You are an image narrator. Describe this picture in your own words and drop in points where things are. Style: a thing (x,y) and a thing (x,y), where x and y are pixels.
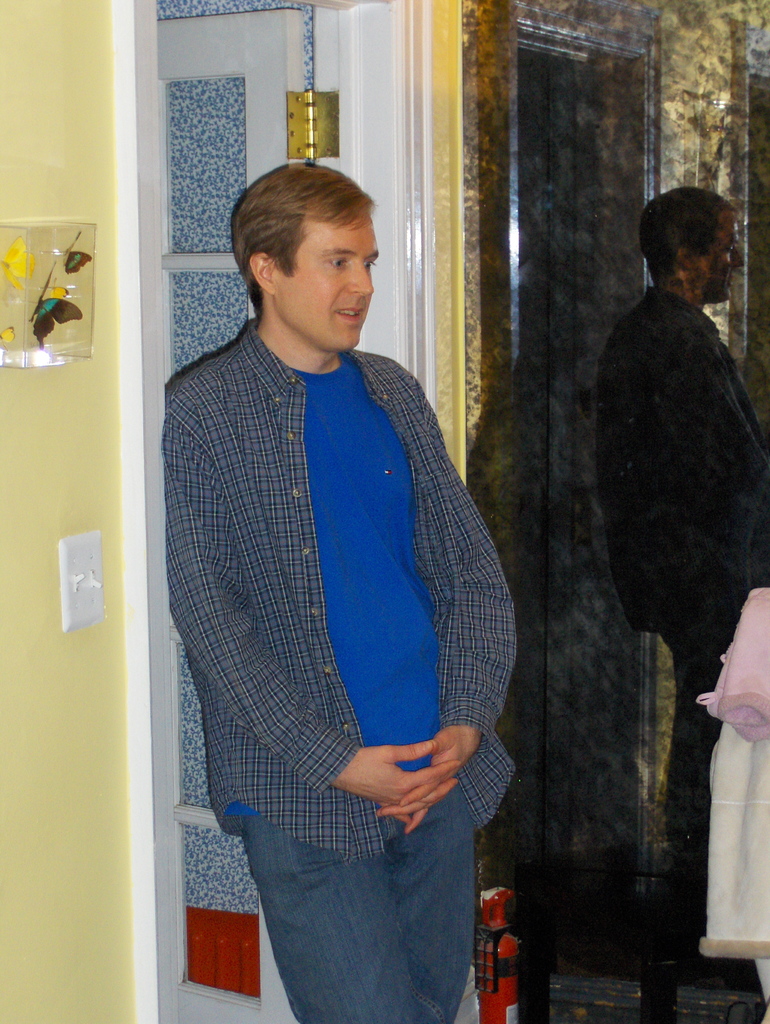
In this picture we can see two men (681,489) standing, clothes (743,684), fire extinguisher (489,902), butterflies (59,299), switchboard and in the background (375,211) we can see the wall (52,60) and some objects (290,95).
